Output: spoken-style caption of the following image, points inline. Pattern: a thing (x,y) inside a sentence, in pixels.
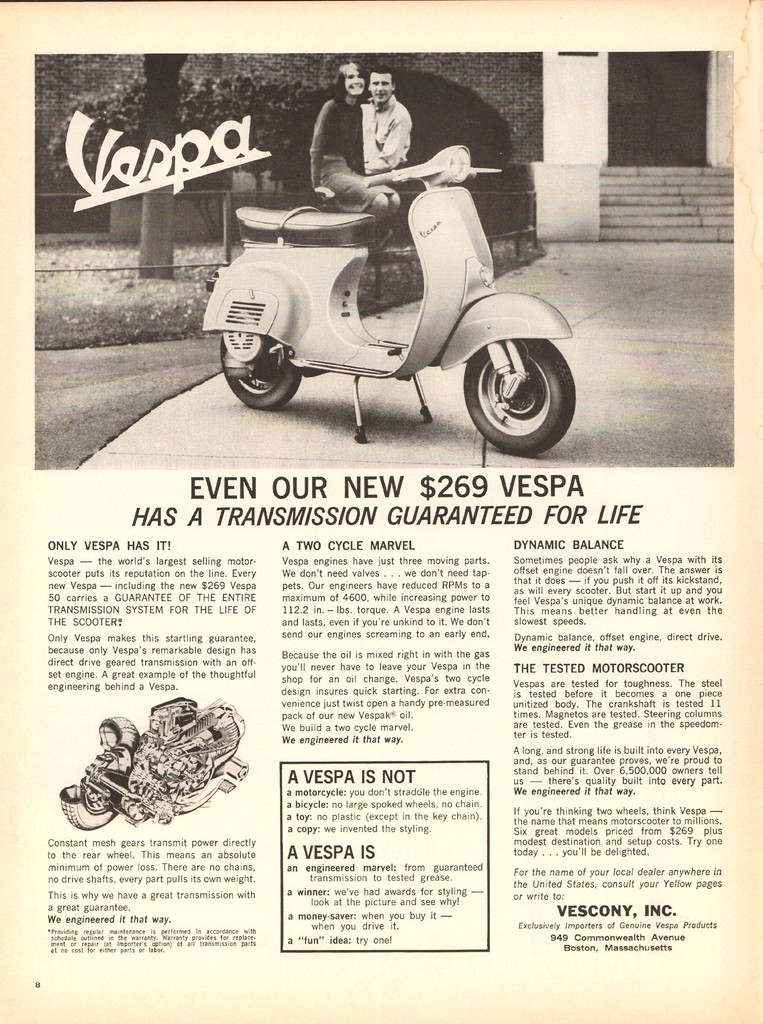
This image consists of a paper (311,566). In which we can see a scooter (475,267) and two persons (373,124) along with a building (649,217). At the bottom (450,704), there is text (217,657).
